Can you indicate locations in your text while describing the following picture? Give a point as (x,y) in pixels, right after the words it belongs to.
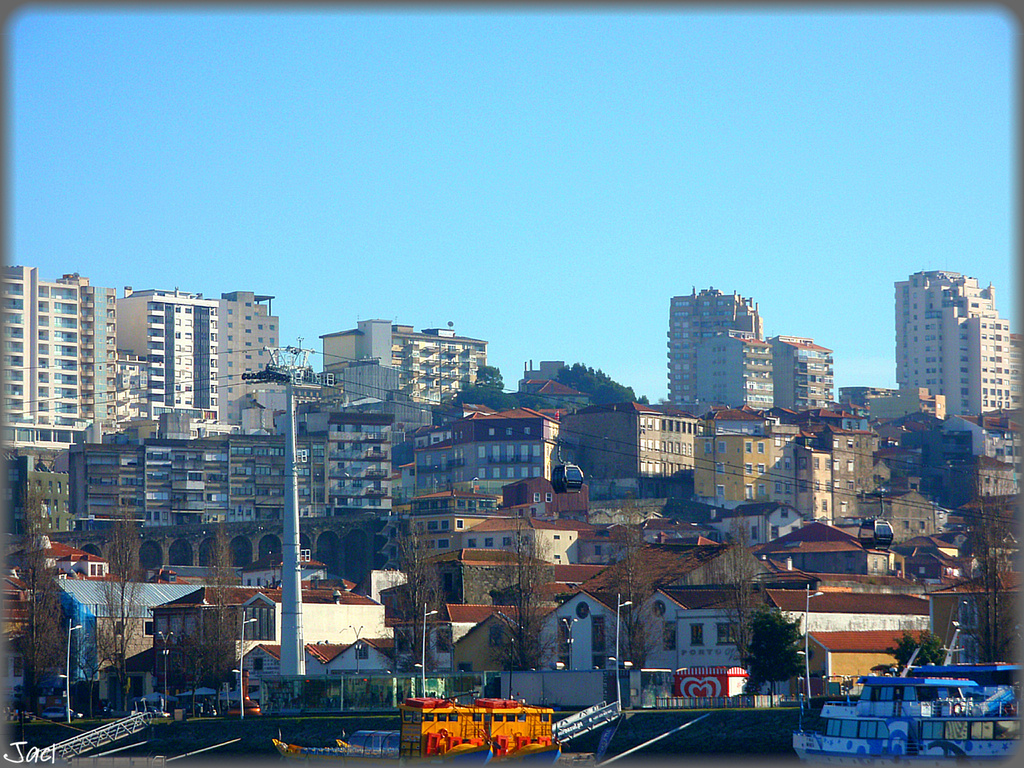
In this image, we can see some buildings (150,341) and trees (532,621). There are poles (808,676) and boards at the bottom of the image (571,660). There is a ropeway (245,378) in the middle of the image (665,450). At the top of the image (590,96), we can see the sky (558,88).
